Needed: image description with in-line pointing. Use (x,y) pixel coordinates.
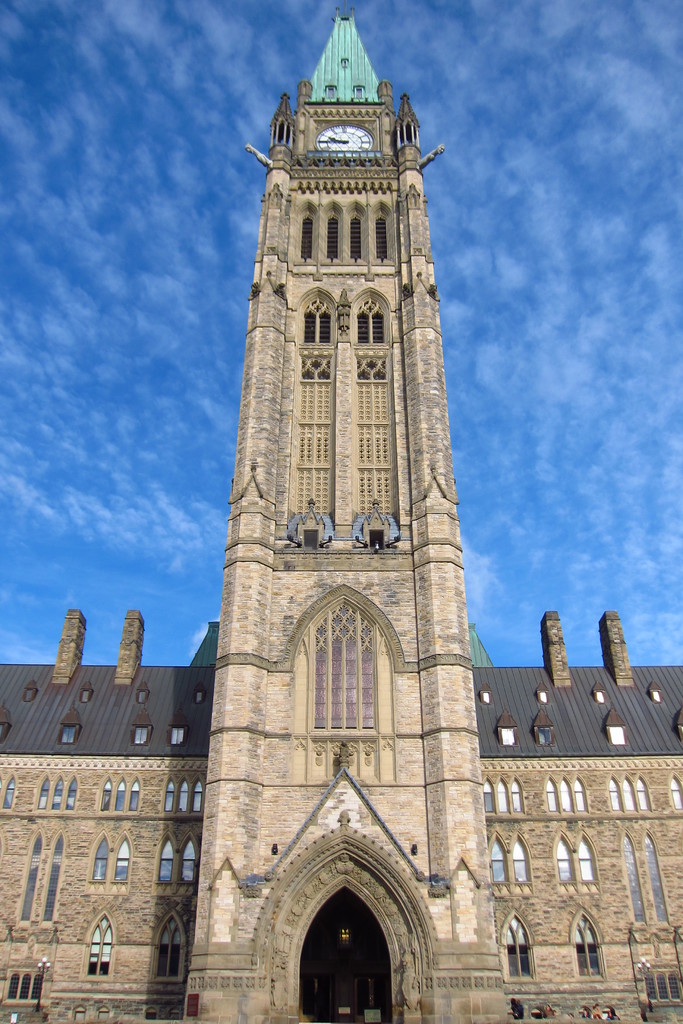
This image consists of a building (281,837) along with the windows (658,909). At the top (90,310), there are clouds (3,350) in the sky (181,618). The sky (216,402) is in blue color.
